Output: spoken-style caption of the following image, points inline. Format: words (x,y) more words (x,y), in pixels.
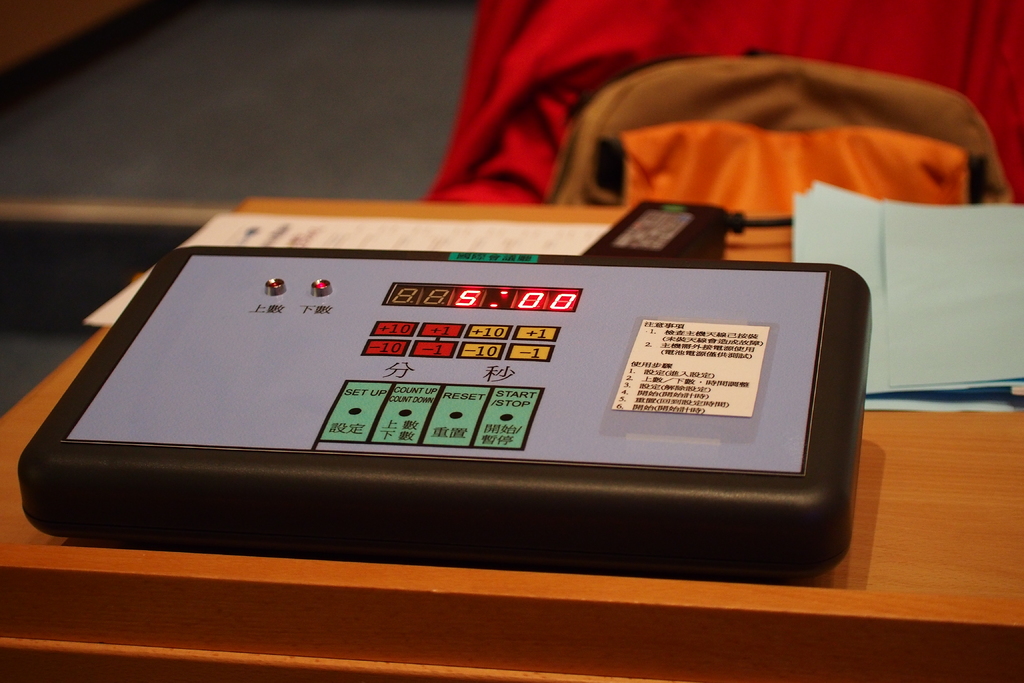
In this image there is an electronic machine (587,434) on the table (893,494). Beside the machine (568,317) there is a charger (667,217) and there are papers (915,257) on the right side (959,304). In the background (523,65) there are clothes (520,49).
